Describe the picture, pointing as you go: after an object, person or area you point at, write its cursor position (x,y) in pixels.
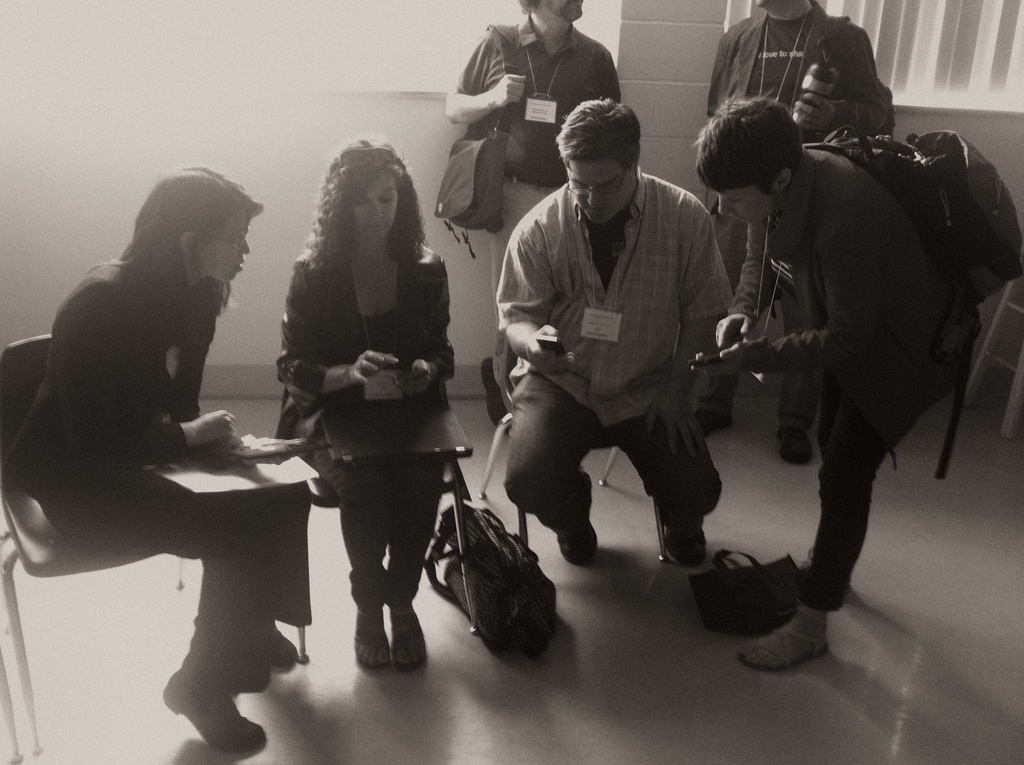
In this picture there are six members (528,210). Two of them are women (127,315) and the remaining four (594,298) are men (590,204). Some of them are sitting in the chairs (15,403). This is a black and white image. I can observe bags (509,592) on the floor (585,685). In the background (913,89) there are windows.
